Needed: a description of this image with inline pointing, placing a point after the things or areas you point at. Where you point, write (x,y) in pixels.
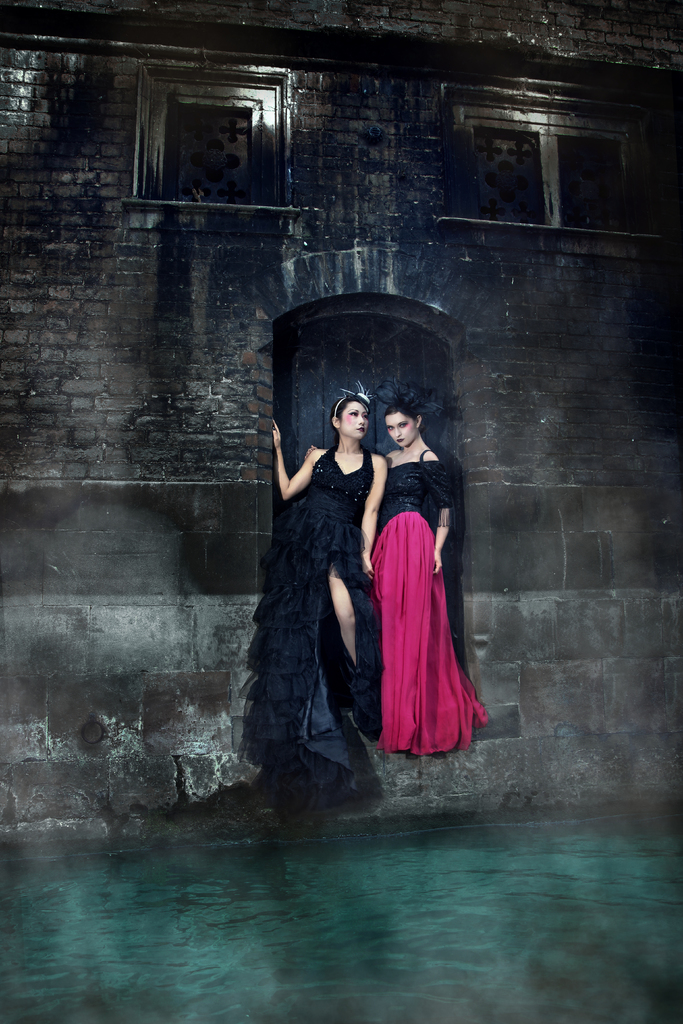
At the bottom of the image (133,852) there is water (253,1018). In the middle of the image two women (462,723) are standing. Behind them there is wall (314,84).
